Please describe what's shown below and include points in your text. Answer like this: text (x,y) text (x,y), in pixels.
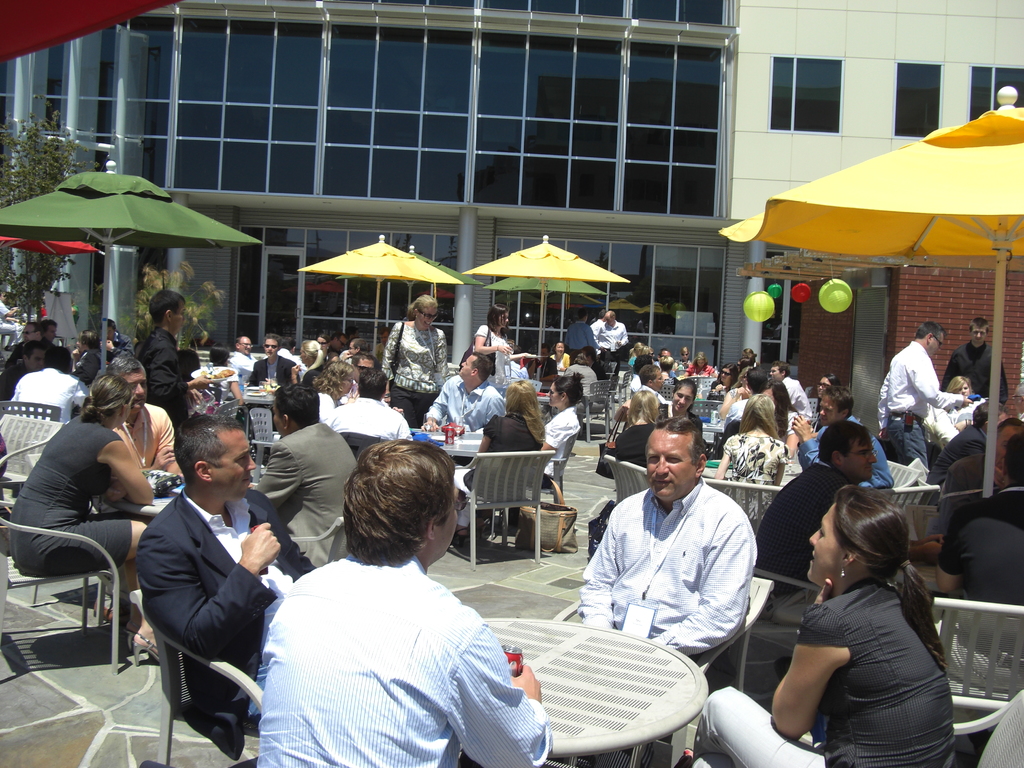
in the picture there is restaurant (566,603) in which many people (471,629) are sitting on the chair (911,463) with a table (560,679) in front of them, there are many tents (431,261), there is a building (436,209) beside the restaurant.
